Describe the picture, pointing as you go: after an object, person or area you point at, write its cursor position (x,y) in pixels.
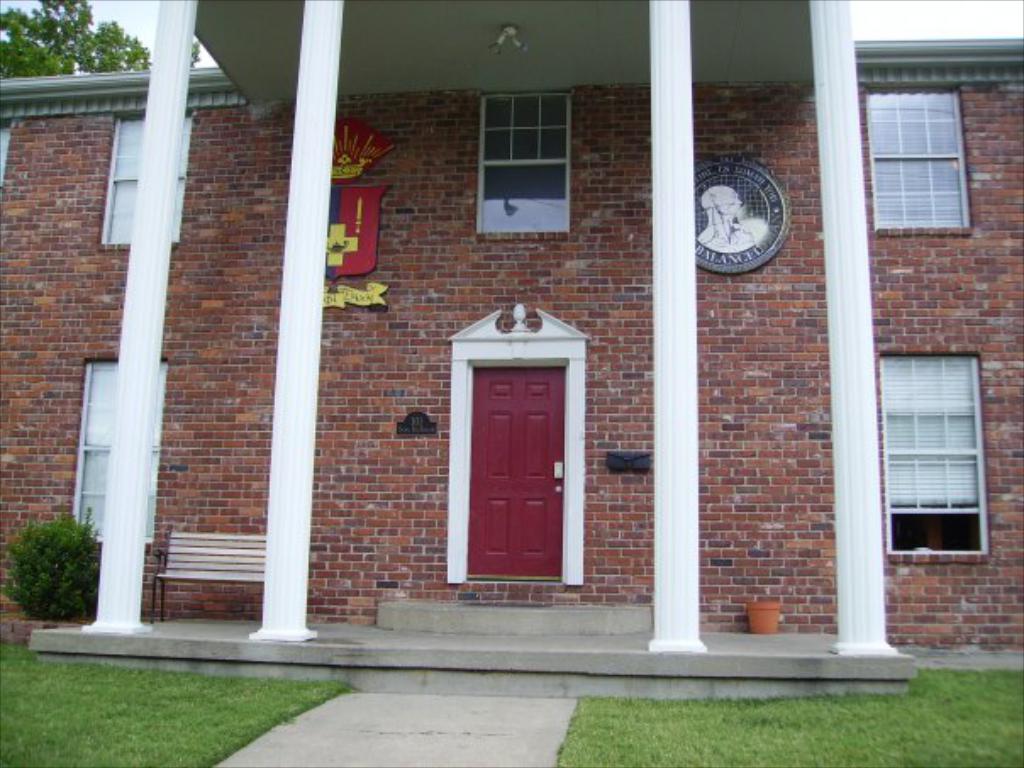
In the picture we can see a building (926,516) with bricks (489,588) and to it we can see a door (474,522) which is red in color and some windows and glasses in it and near the building (443,557) we can see four pillars (671,399) and near it, we can see a grass surface (228,718) and behind the building (74,95) we can see a tree (90,44) and a part of the sky (95,9).
